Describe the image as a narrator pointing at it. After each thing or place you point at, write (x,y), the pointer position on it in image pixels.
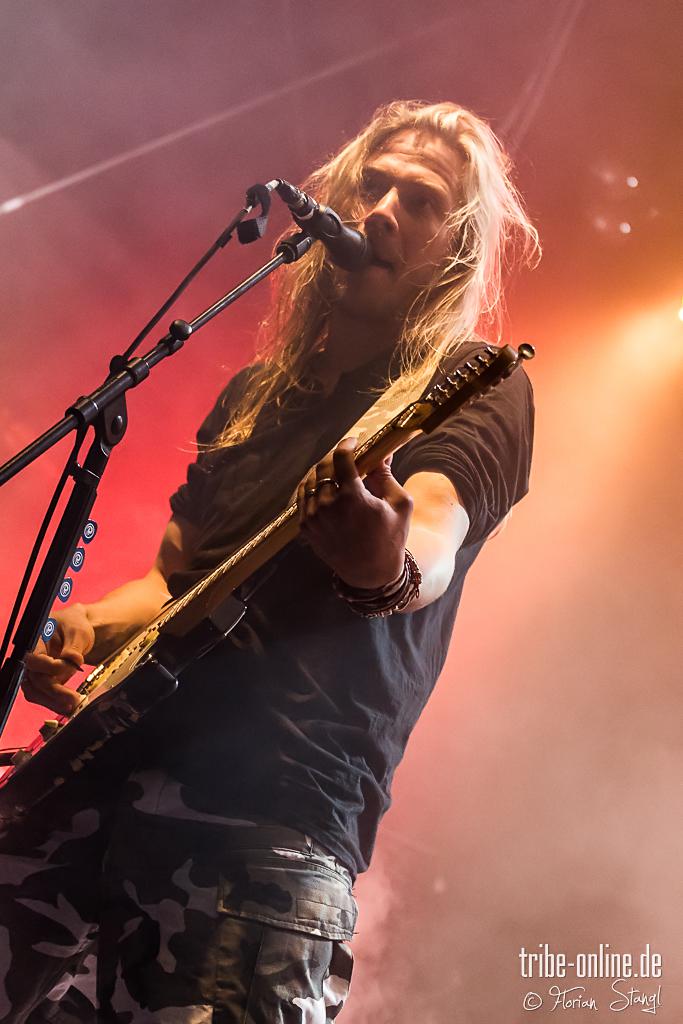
In this image i can see a person (268,381) holding a guitar (229,575), in front of him there is a mike (256,278). Back side of him there is a light (620,339) visible and there is a some text (572,999) written on the image on the right side (652,952) corner.
